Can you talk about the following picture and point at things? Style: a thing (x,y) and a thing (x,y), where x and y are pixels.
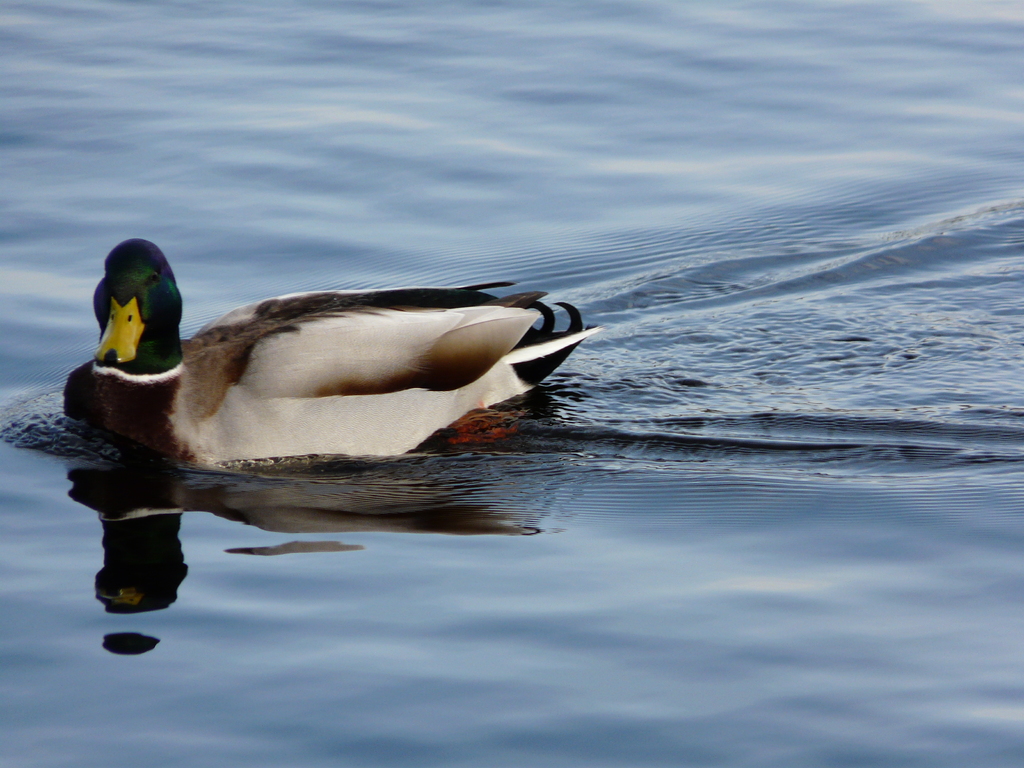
There is a duck (226,374) in white and black color combination. It is swimming on the water (441,242).
